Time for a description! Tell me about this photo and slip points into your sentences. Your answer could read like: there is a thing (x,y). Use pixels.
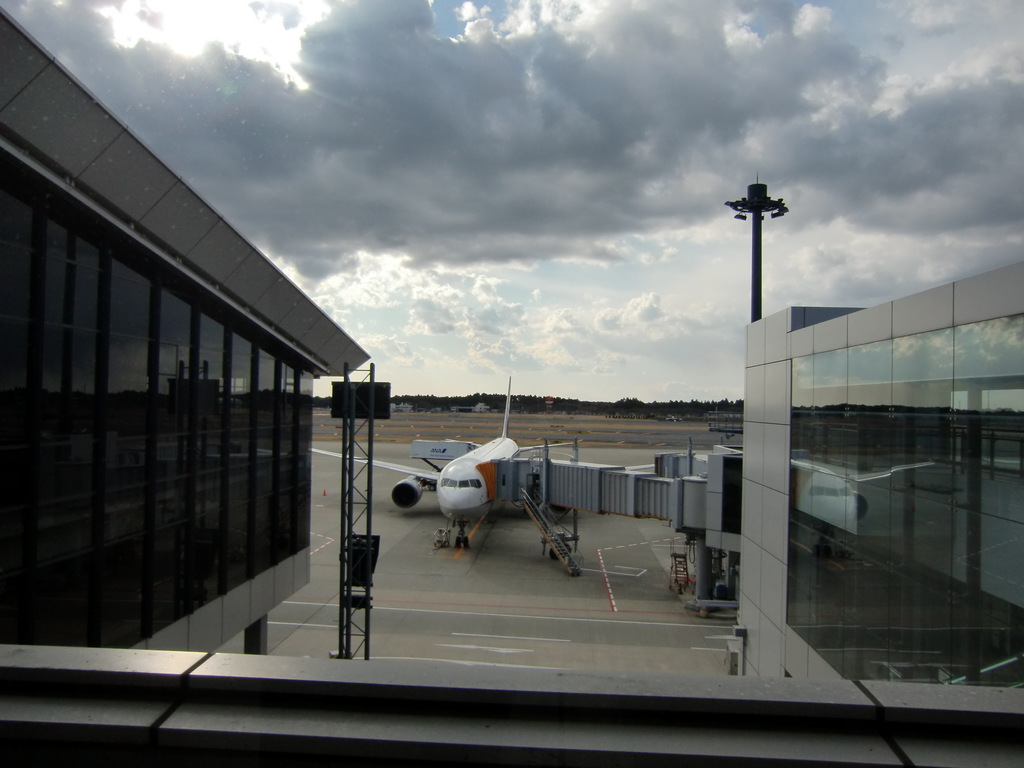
In front of the image there is a building (950,469). There are metal rods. In the center of the image (404,507) there is an airplane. In the background of the image (618,412) there are trees (638,412), buildings (461,408). At the top of the image (571,131) there is sky (620,104).
